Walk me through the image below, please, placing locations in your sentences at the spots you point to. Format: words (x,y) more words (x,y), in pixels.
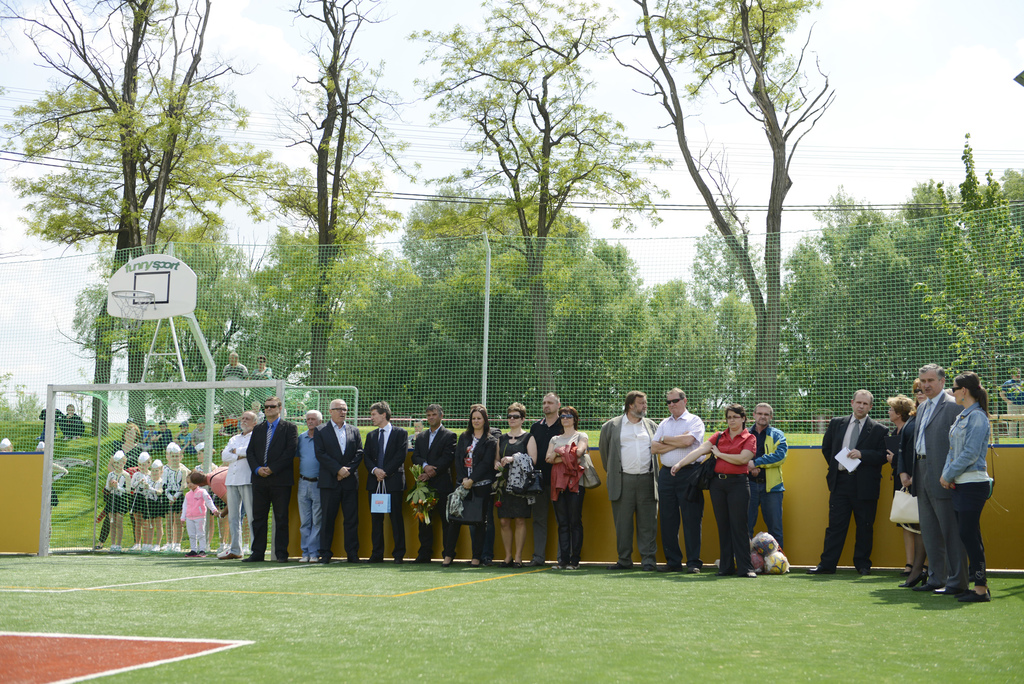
In the center of the image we can see group of persons (578,520) standing on the ground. In the background (205,383) there is net (513,349), pole (484,238), trees (494,312), sky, grass (90,474), persons (70,432) and trees (765,262).
